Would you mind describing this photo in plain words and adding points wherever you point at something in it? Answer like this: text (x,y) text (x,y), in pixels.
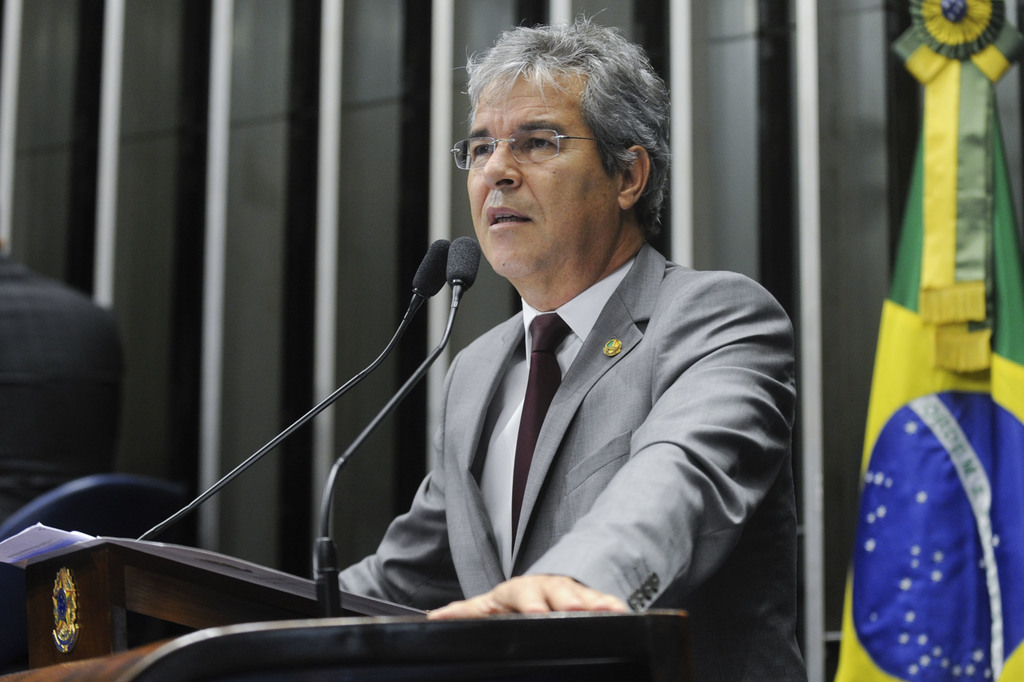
In this image we can see a man (693,351) standing beside a speaker stand (116,543) containing some papers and the mics (373,424) on it. On the right side (988,548) we can see the flag (940,534). On the backside (121,503) we can see a person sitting on a chair (120,484) and some metal poles (321,290).
